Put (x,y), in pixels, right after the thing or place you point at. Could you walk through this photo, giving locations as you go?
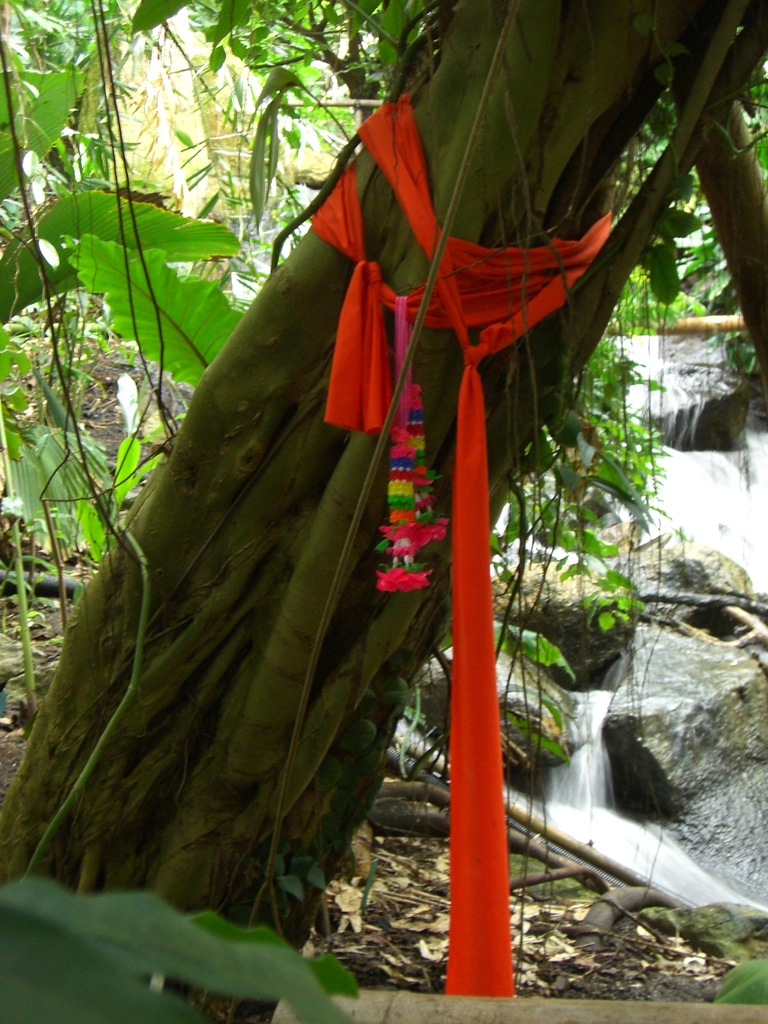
In this image, we can see tree trunk (316,677) is tied with clothes (481,313). In the background (708,288), we can see plants (35,545), rocks (766,846), waterfalls (767,564), pipe (730,328) and dry leaves (527,981).
